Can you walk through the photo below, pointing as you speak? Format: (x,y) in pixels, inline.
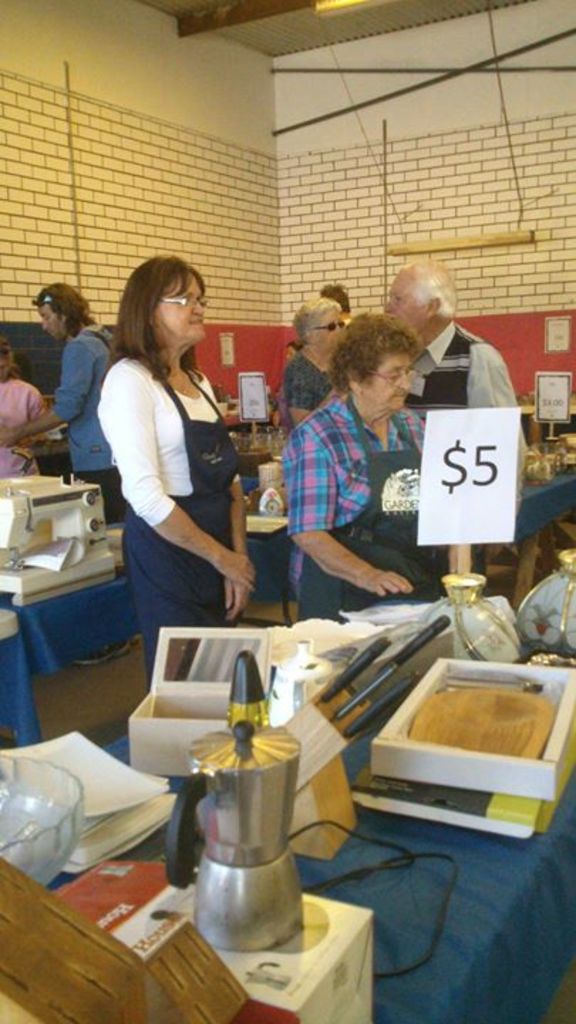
There is a group of people (386,586). On the left side (187,399) we have a woman (180,386). She is wearing spectacle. We can see in the background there is a stone wall bricks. There is a table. There is a jar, bowl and something products (25,537) on a table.
